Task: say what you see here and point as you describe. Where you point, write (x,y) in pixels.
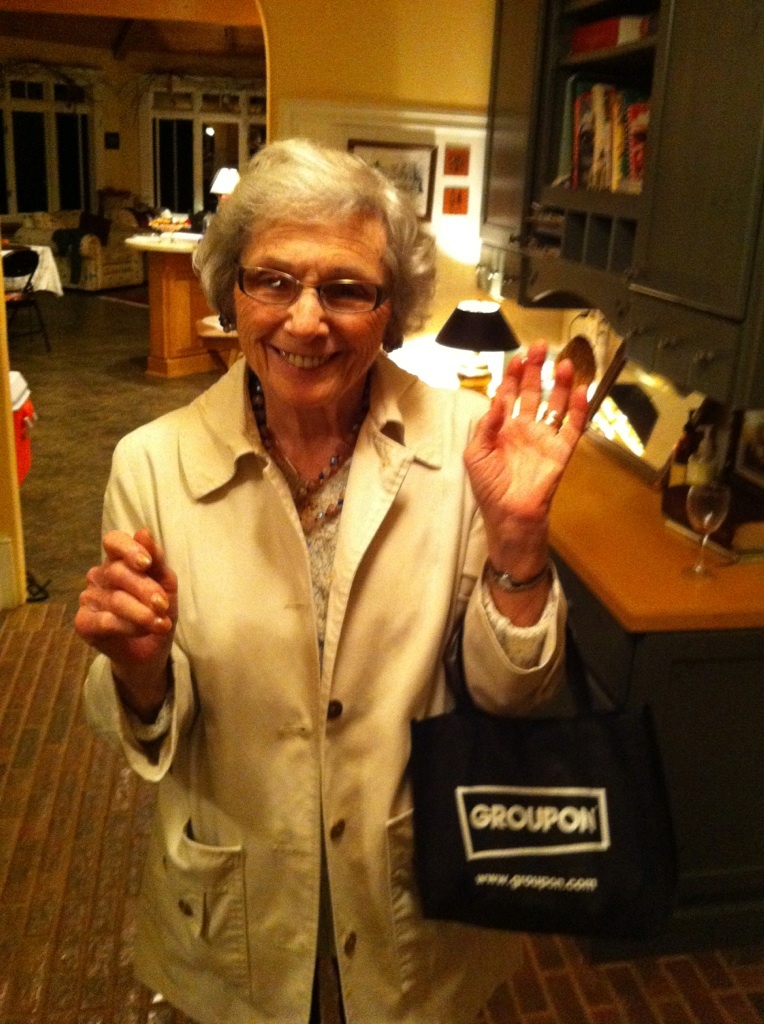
In this picture I can see a woman (258,588) is standing. The woman (298,340) is smiling and holding a bag (522,856). On the right side (576,467) I can see a table (637,541) on which I can see glass (713,511) and other objects (609,406). In the background (472,351) I can see light lamps (478,345) and wall (453,351). On the left side (83,241) I can see a chair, windows (51,149) and other objects (45,214) on the floor (66,381).
